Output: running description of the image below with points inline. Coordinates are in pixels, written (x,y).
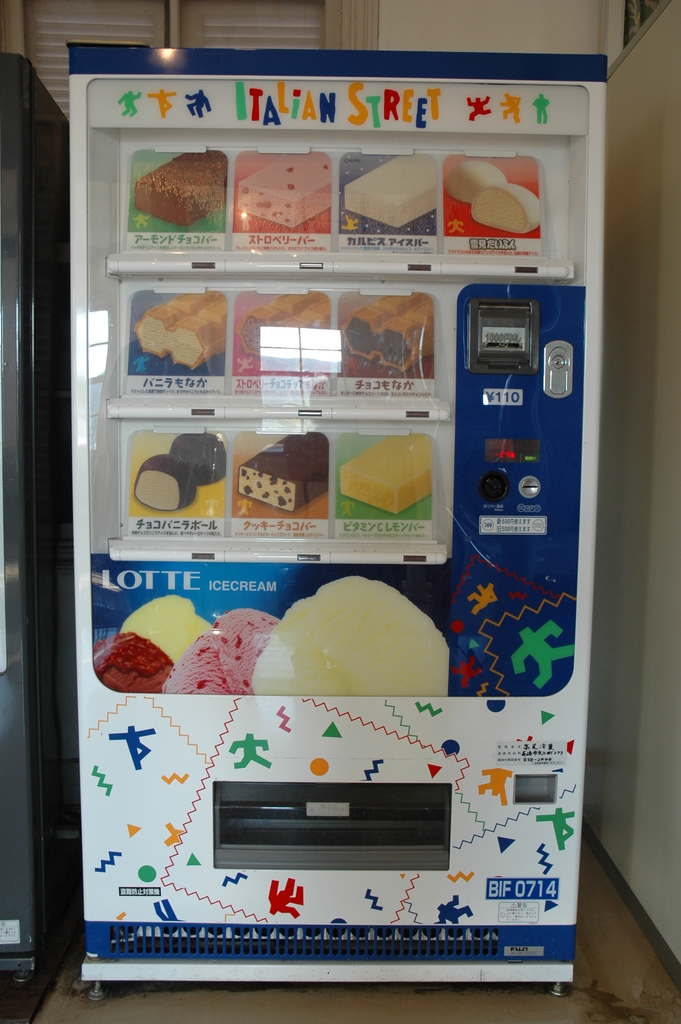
There is vending machine (276,270) over here, with a lot of snacks (282,483) in it. It is operated by giving money in here, so that we can take the snacks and we get the snacks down here after giving money and selecting the snack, and in the background (177,35) there is a wall (395,19) and here is the window (132,29).
